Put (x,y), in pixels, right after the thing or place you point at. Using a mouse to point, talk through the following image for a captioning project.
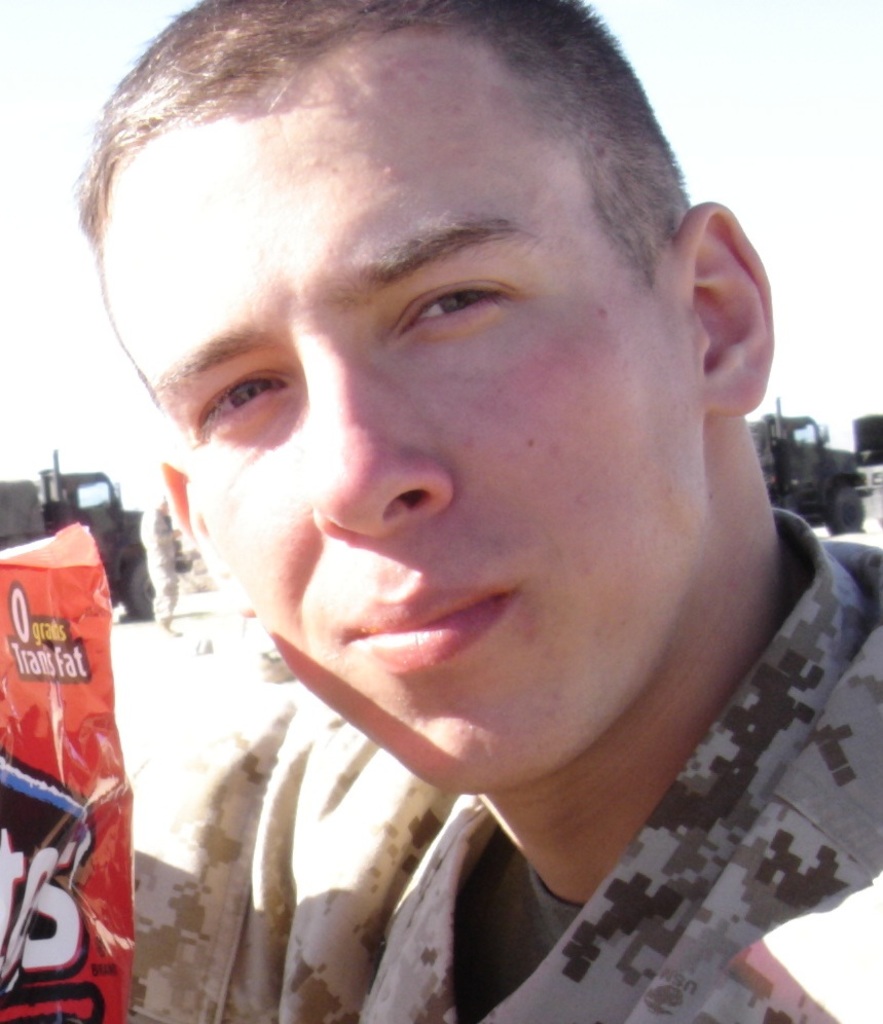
In this image we can see a man (435,302) and a cover (69,792) on the left side (69,792). In the background (176,534) there are vehicles (90,496) and a person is standing on the ground (176,639). We can see the sky (65,381).
